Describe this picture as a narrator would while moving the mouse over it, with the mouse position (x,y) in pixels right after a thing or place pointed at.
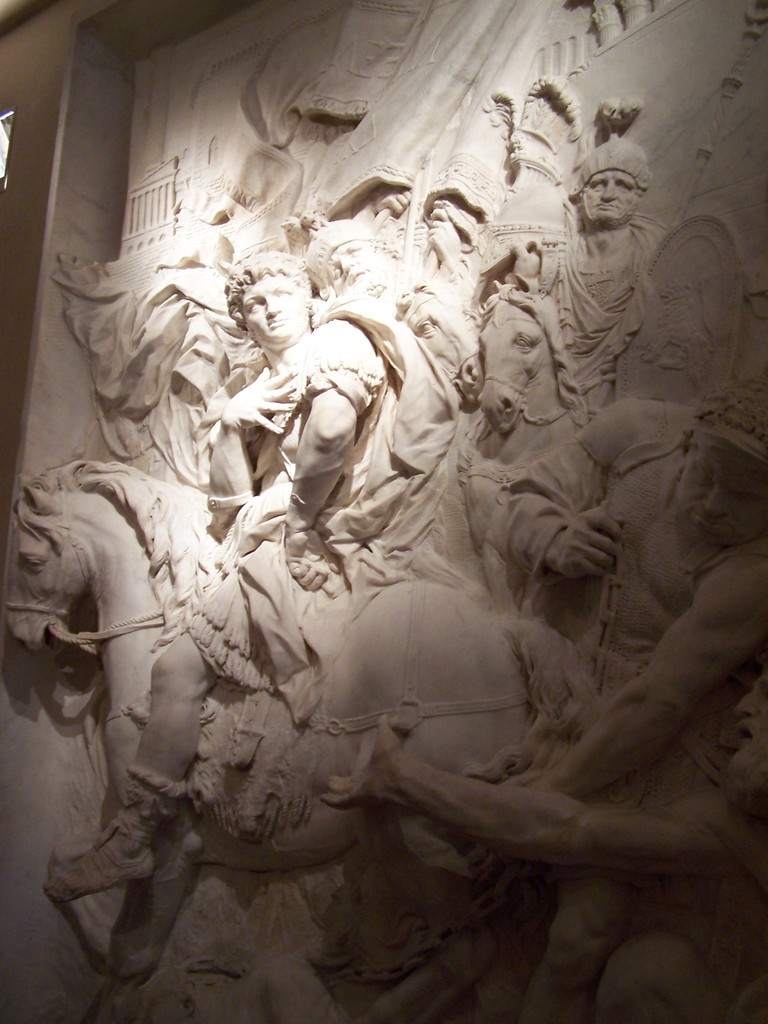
In this image, we can see sculptures (463,517) on the wall (30,656).
